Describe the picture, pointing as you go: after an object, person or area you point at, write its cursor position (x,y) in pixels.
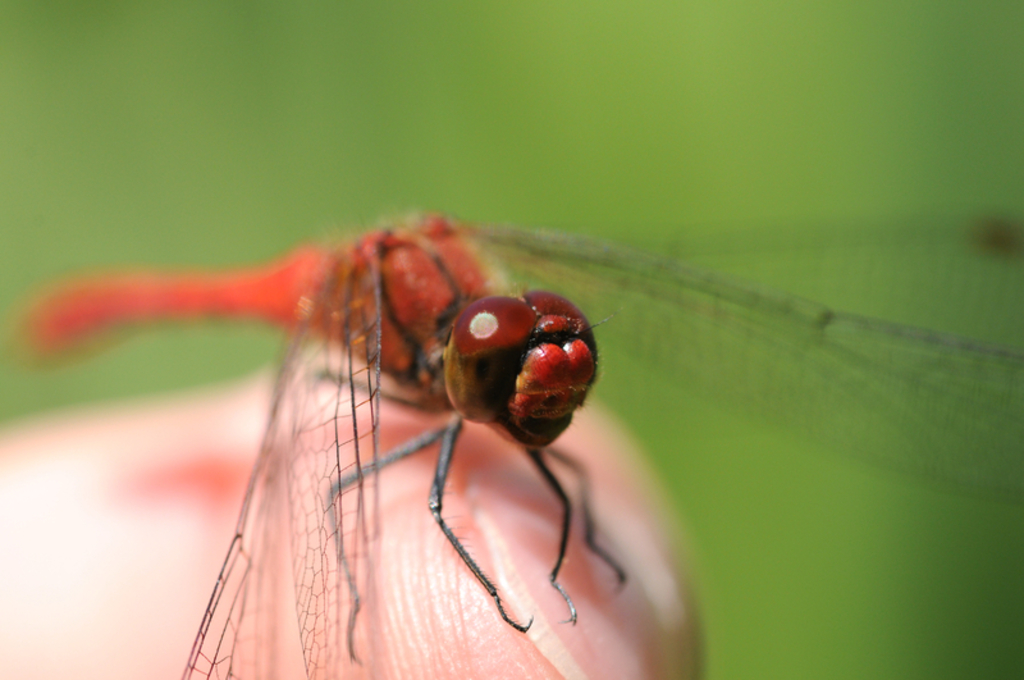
In this image we can see an insect (535,408) on the finger (449,567) of a person (540,598).
